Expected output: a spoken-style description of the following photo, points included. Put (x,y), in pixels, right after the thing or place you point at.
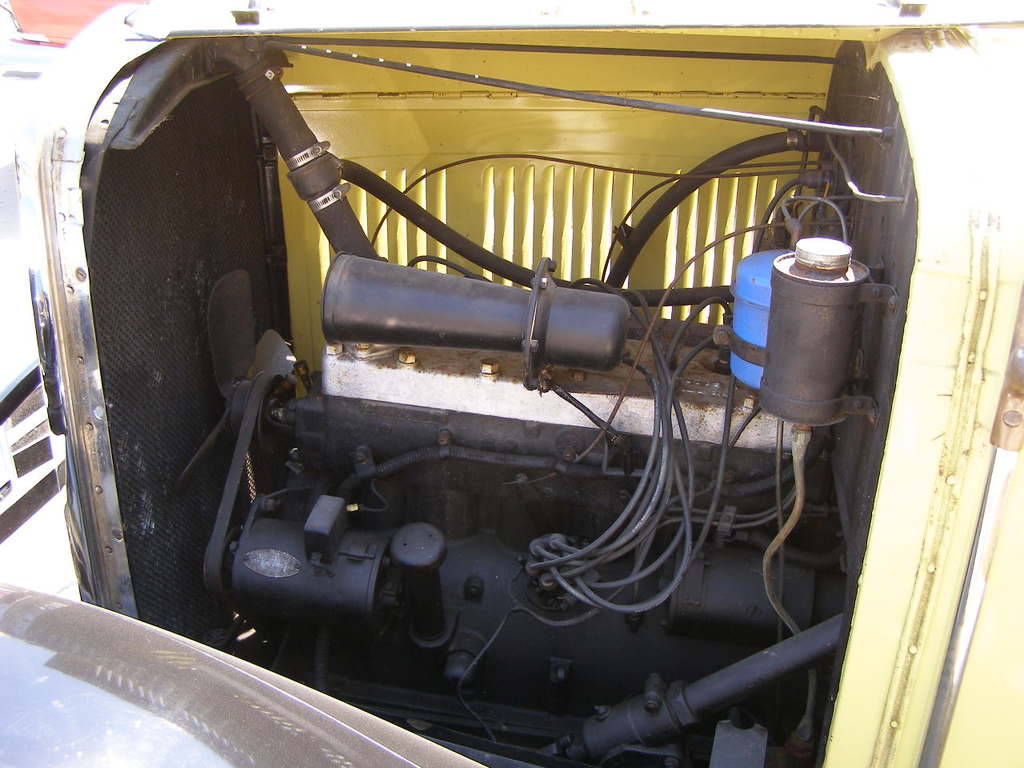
In this image we can see the engine cabinet (533,330) of a vehicle (451,253). In the background of the image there are some objects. At the bottom of the image (49,704) there is an object (58,721).
